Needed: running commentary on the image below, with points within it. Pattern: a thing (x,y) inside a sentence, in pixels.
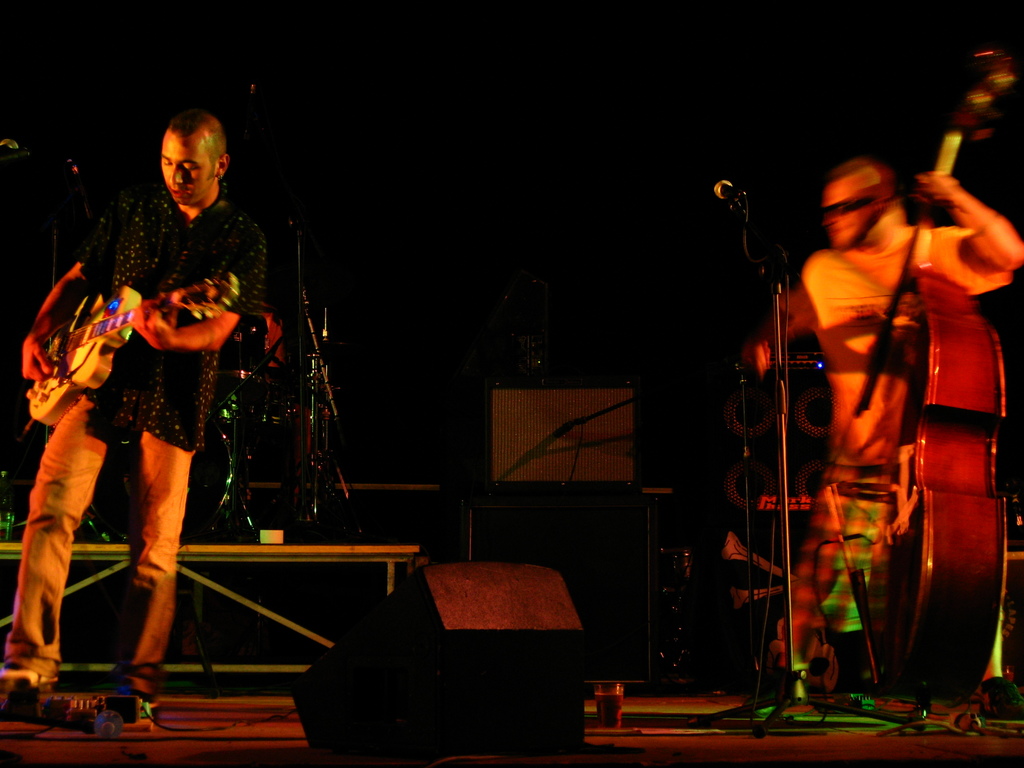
In this image I can see two people (858,506) are holding the musical instruments (959,296) and there is a mic (722,190) on the stage (262,718).
